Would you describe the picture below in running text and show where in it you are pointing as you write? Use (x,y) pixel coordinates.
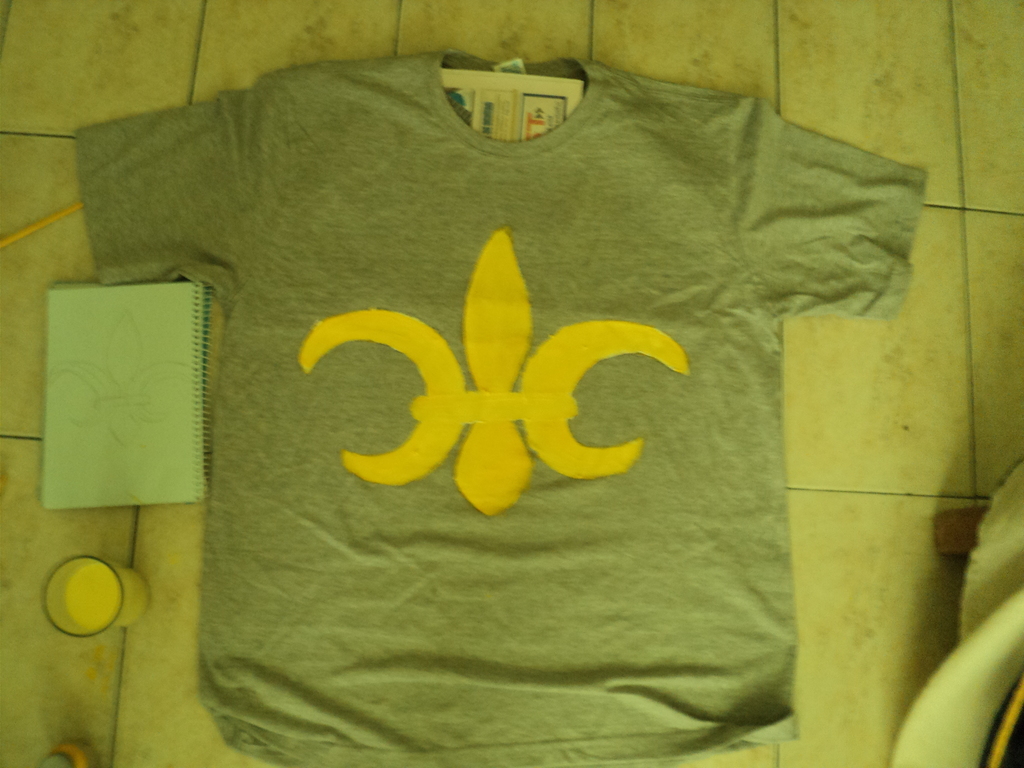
In this image I can see a grey colour t shirt (252,395) in the centre (428,436). On this t shirt (506,456) I can see a yellow colour logo (573,363) and on the left side of this t shirt (205,253) I can see a book (61,442) and a glass (102,587). On the right side of this image (939,747) I can see few stuffs (897,750).
